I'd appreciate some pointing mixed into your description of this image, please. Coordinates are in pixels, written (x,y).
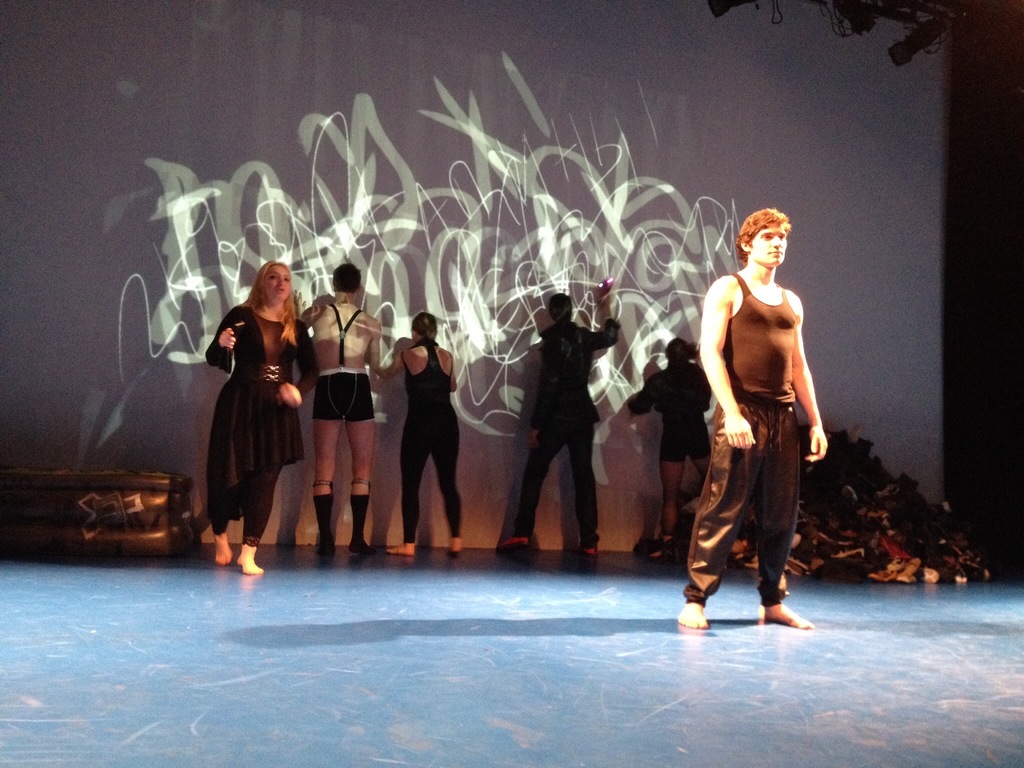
This image is taken indoors. At the bottom of the image (272,661) there is a floor (497,644). In the background (483,122) there is a wall (735,207). There is a projector screen (442,211) with a text (422,221) on it. At the top of the image (901,51) there is a projector (939,8). In the middle of the image (410,434) a few people (322,435) are standing on the dais (223,602) and there are a few things (67,516) on the dais (210,597).
